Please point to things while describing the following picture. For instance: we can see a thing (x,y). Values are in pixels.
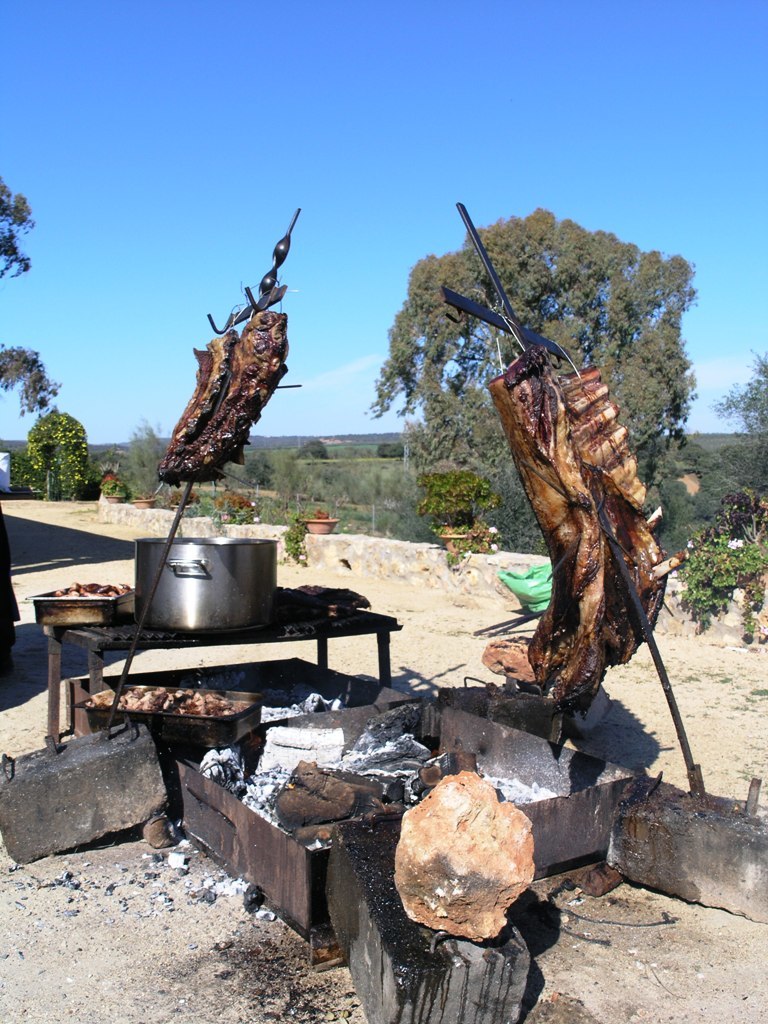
In this image there is a meat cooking on the coal (336,736) and also there is a pan (259,719), beside that there are so many trees (488,405).
